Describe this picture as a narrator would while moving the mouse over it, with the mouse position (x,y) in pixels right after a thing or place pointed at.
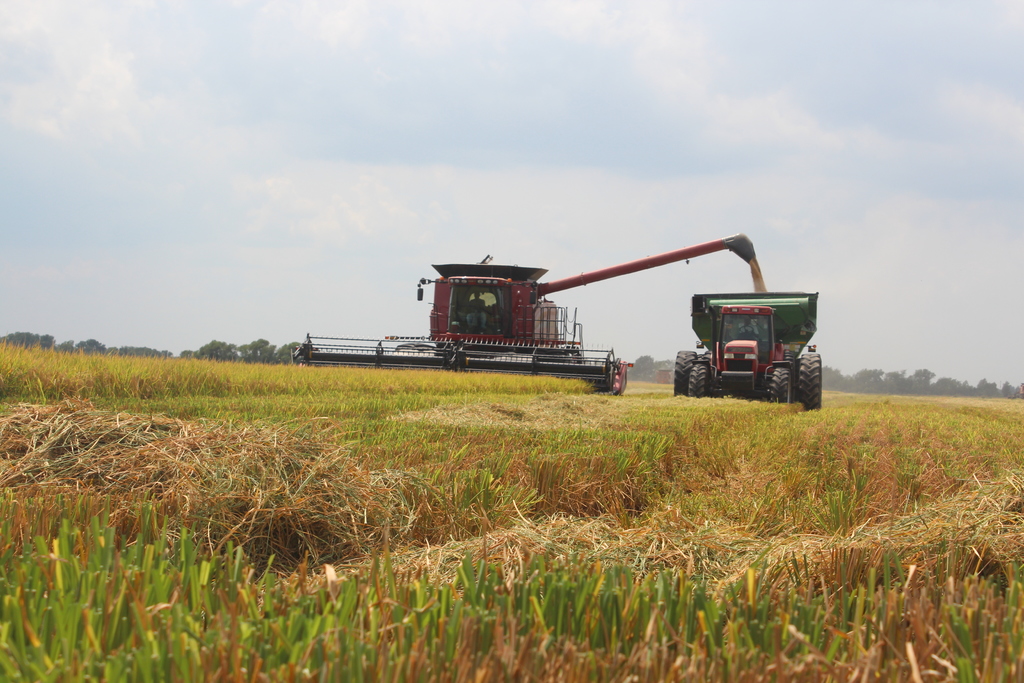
In this image there is a harvesting cutting machine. At the bottom of the image (613,534) there is grass (724,490) on the surface (620,475). In the background of the image (244,342) there are trees (284,352) and sky (244,142).
